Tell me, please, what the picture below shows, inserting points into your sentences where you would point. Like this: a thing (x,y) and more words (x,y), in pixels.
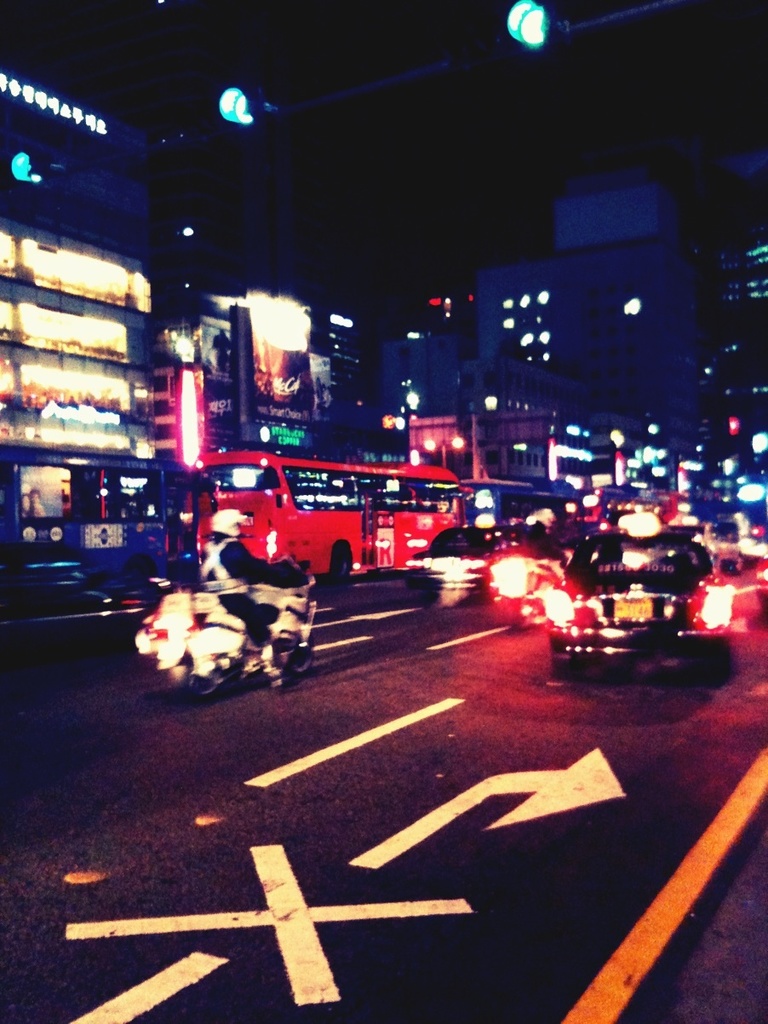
In this image we can see some group of vehicles (390,535) which are moving on the road (81,802) and at the background of the image (308,364) there are some buildings (328,351) and traffic signals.
